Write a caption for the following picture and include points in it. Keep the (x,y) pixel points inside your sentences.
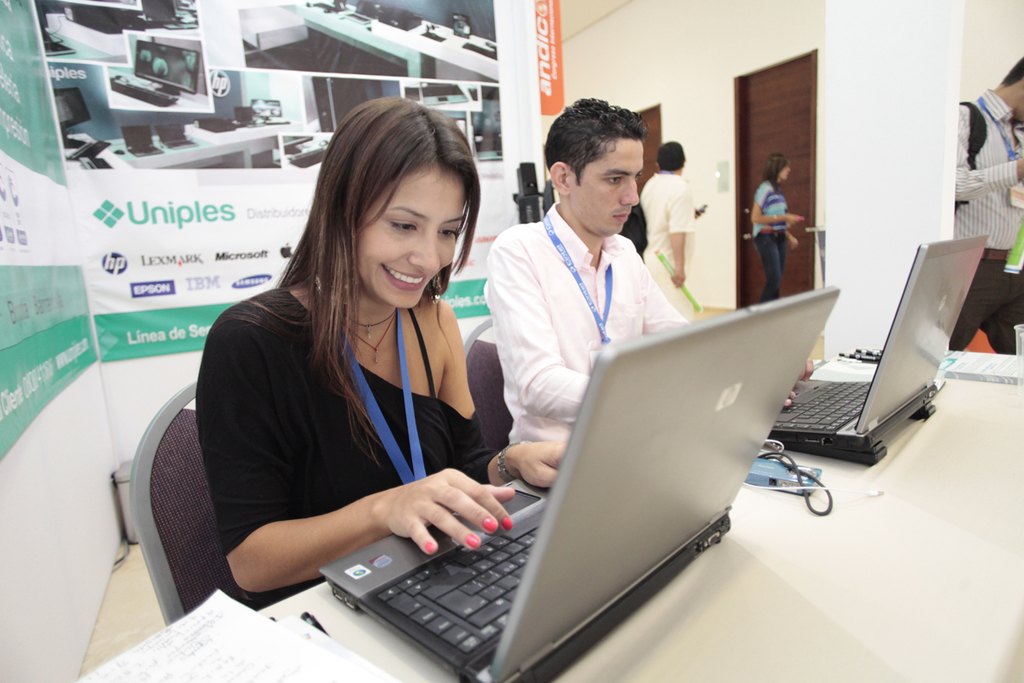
In this image we can see persons (471,469) sitting on the chairs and some are standing on the floor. Two of the persons (577,359) see working at the laptops (665,458). There is a table (874,504) and on the table (791,586) there are papers (297,661), cables (824,486) and polythene tumblers (1022,336). In the background (736,139) we can see doors (764,123), walls (675,98) and advertisement boards (64,125).
